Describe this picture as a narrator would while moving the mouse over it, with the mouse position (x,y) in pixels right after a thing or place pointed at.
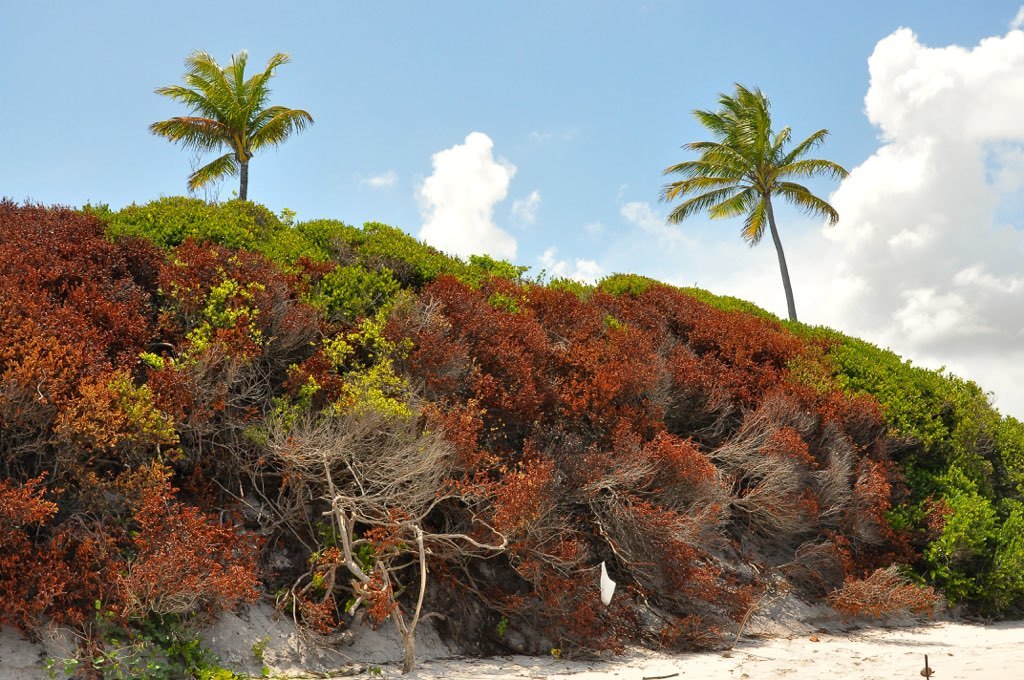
As we can see in the image there are trees (483,431) and hill (288,607). On the top (685,72) there is sky (608,109) and clouds (527,216).
